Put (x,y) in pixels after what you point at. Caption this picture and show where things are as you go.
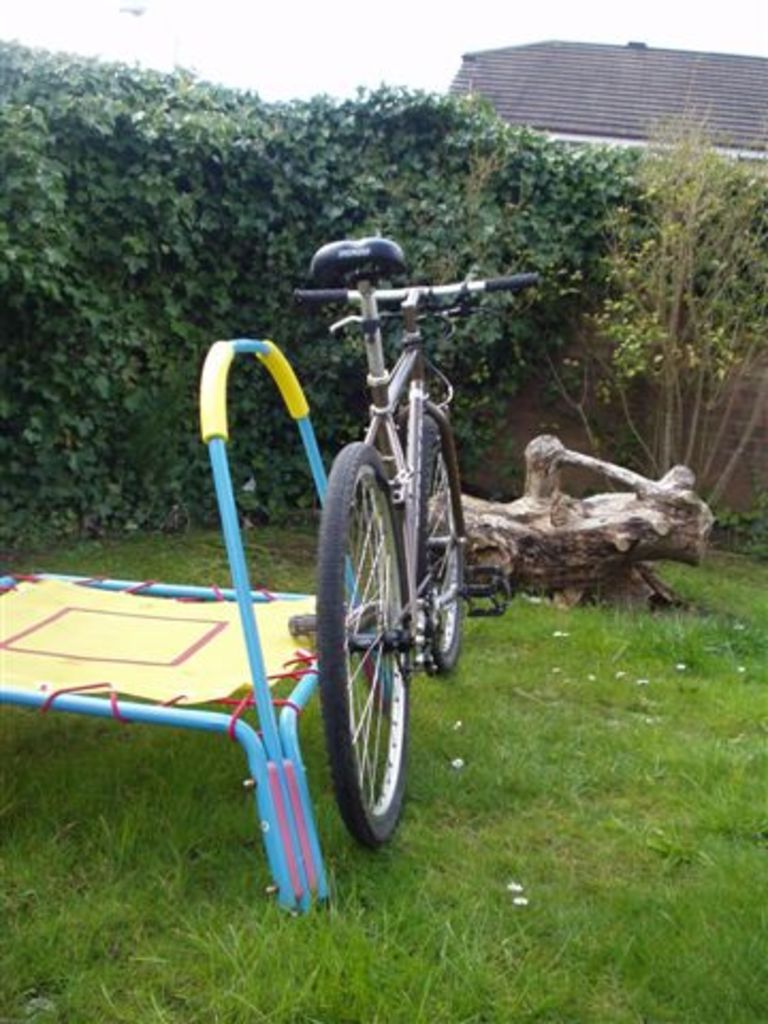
In the image there is a cycle (399,711) kept on a grass surface (492,680) and in front of the cycle (491,611) there is a wooden log (487,505) and in front of the wooden log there are some plants (354,207) and a tree (679,368), behind the tree (667,371) there is a roof (562,123) and there is some object (254,688) kept beside the cycle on the left side (203,637).
